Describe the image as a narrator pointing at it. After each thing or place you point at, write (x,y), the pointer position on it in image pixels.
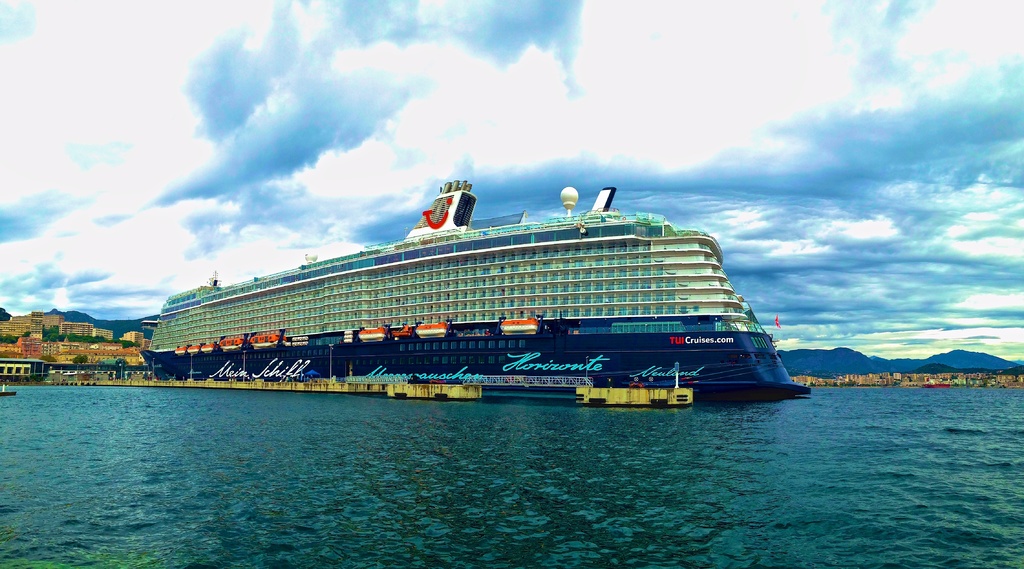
We can see ship (594,321) and boats (927,383) above the water (448,409). In the background (67,342) we can see buildings (127,363), poles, trees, hills (87,316) and sky (382,57) with clouds (384,129).
